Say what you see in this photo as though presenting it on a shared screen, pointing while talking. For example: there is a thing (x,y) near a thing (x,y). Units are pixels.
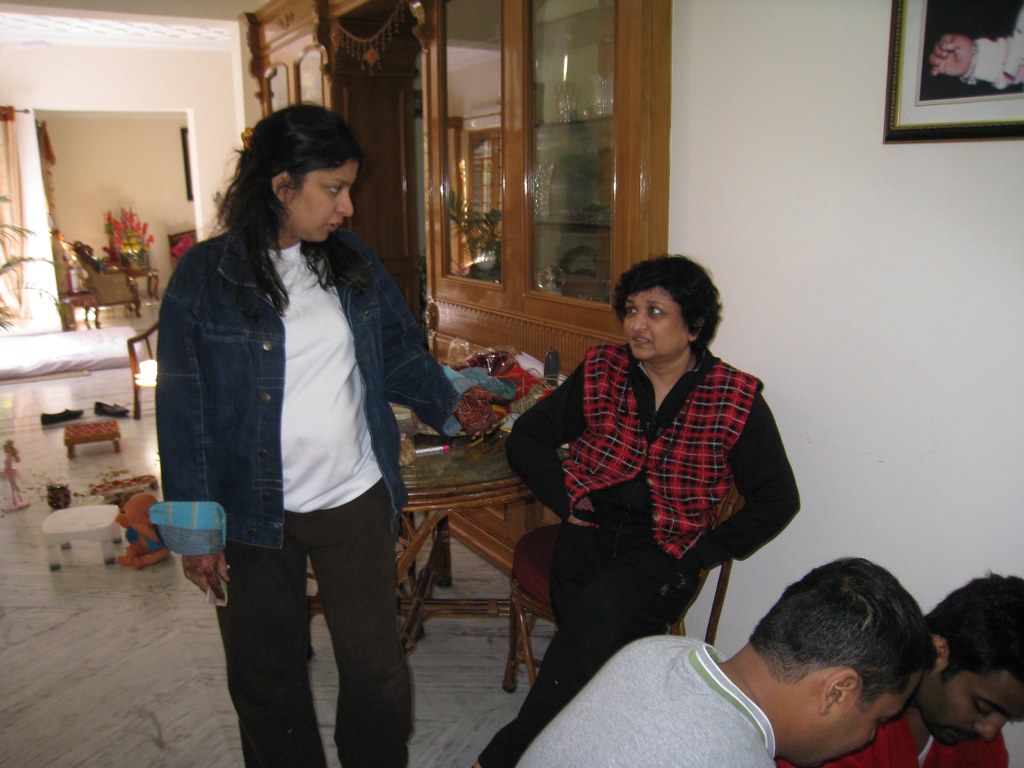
In this image there is one person (341,466) standing in middle of this image (365,415) is wearing white color t shirt (316,418) and jeans (292,645) and there is a table (443,485) behind to her and there is a door (398,135) at top of this image (573,84) and there is one woman (645,524) sitting at right side (711,363) to this person (432,418) is wearing black color dress (654,544), and there are two persons (609,762) at bottom right corner of this image (848,653). There is one photo frame (1006,84) at top right corner of this image (904,138) and there are some chairs (126,278) at left side of this image (148,336), and there are two tables (99,432) at left side of this image (110,422) and there are shoes (111,408) at left side of this image (123,413) and there is a wall (48,52) in the background (188,118).
